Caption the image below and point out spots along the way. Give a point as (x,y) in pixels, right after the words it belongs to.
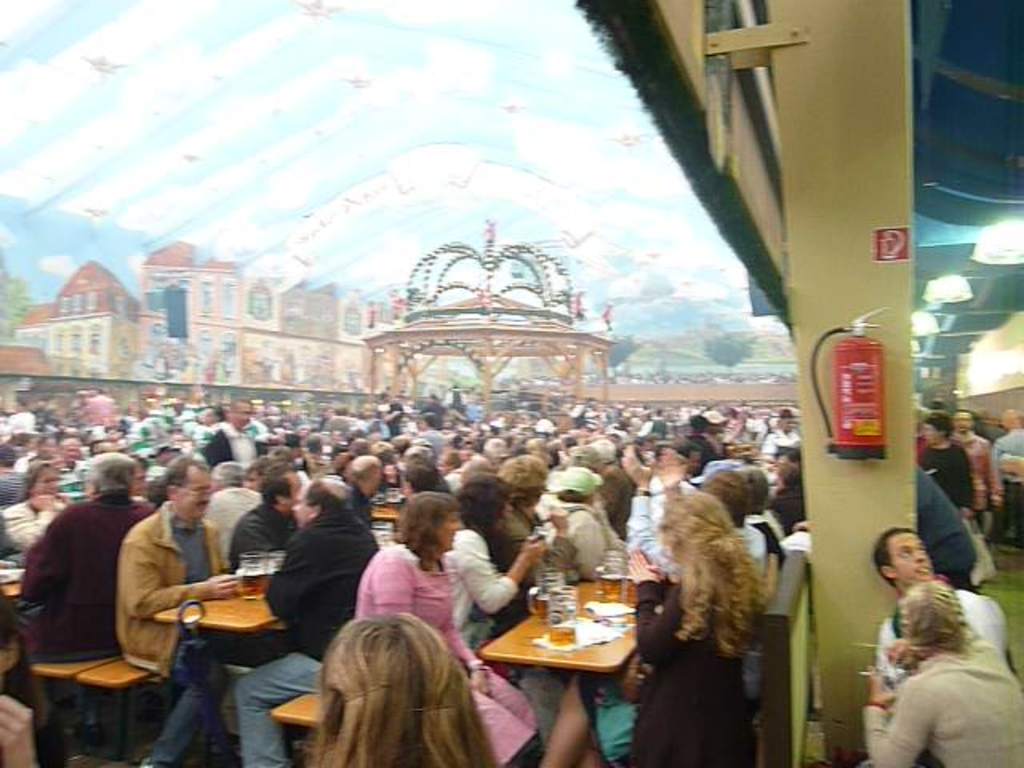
In this image we can see a group of people (715,761) who are sitting on a chair (91,660) and they are having a drink (611,569). Here we can see a few people (1013,447) who are walking on the right side (1023,480). Here we can see a fire extinguisher (873,454).
